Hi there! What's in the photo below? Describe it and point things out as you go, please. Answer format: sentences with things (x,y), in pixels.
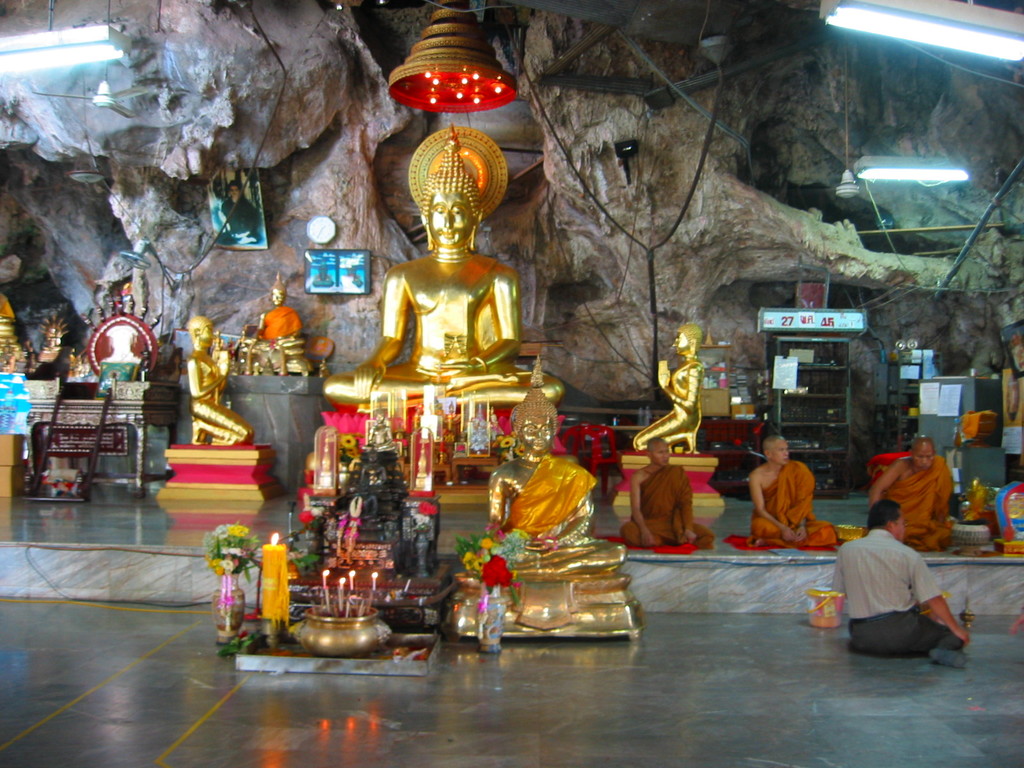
In this picture I can see few statues (420,390) and few people (769,503) are sitting on the floor (771,621) and I can see metal rack (849,391), few lights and a metal cupboard (947,381) on the right side (957,405) and I can see few papers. I can see photo frames (325,273) and a clock (327,238) on the rock (415,232) in the background (319,228) and I can see candles (277,580) and couple of flower pots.
